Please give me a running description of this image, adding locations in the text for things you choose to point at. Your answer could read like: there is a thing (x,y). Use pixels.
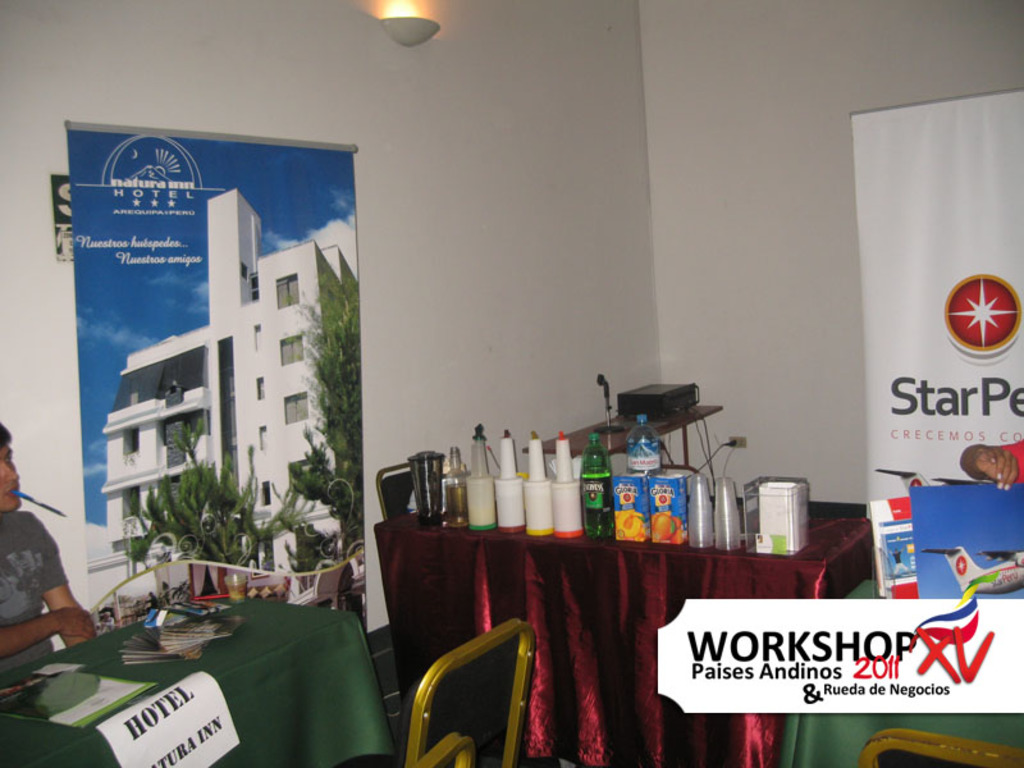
In this image, we can see a person (48,539) sitting with an object (21,498) in his mouth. We can also see some tables (825,592) covered with clothes (433,605) and objects (238,596) on them. We can also see the wall (719,385). There are a few banners (931,234) with some images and text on them. We can see some chairs (895,755).
